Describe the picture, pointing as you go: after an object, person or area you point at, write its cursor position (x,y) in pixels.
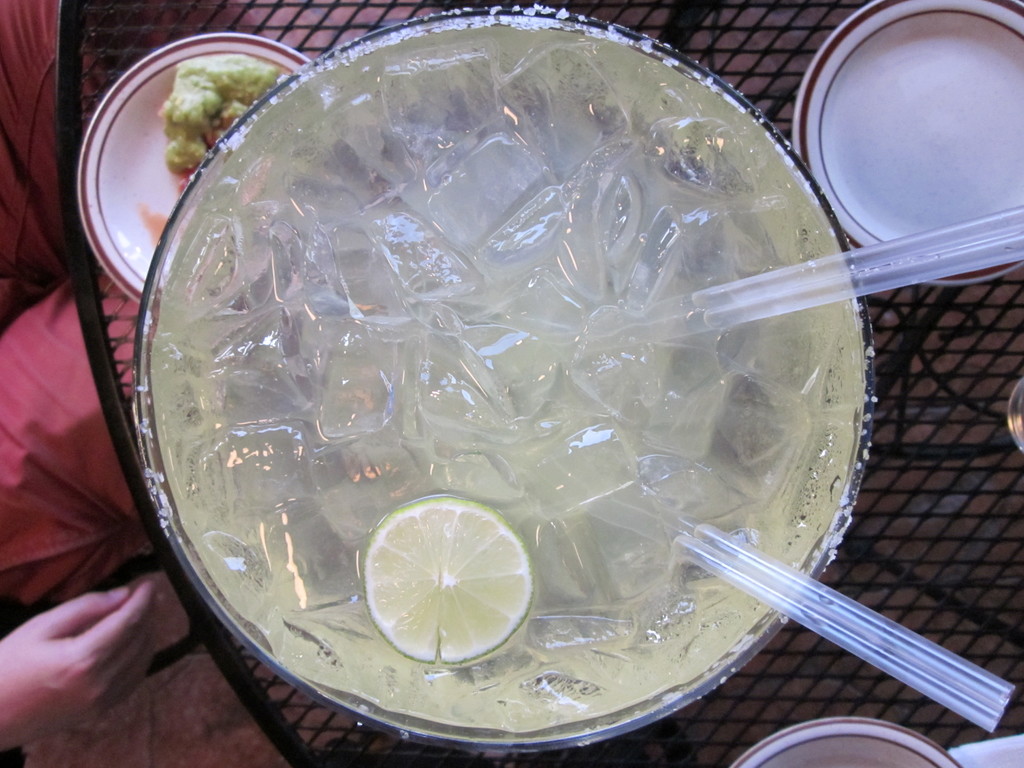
In this image I can see the glass (446,375) with ice cubes (421,375), lemon (441,560) and straws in it. To the side I can see the plates (766,765). These are on the black color surface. To the left (42,357) I can see the person (52,574).
